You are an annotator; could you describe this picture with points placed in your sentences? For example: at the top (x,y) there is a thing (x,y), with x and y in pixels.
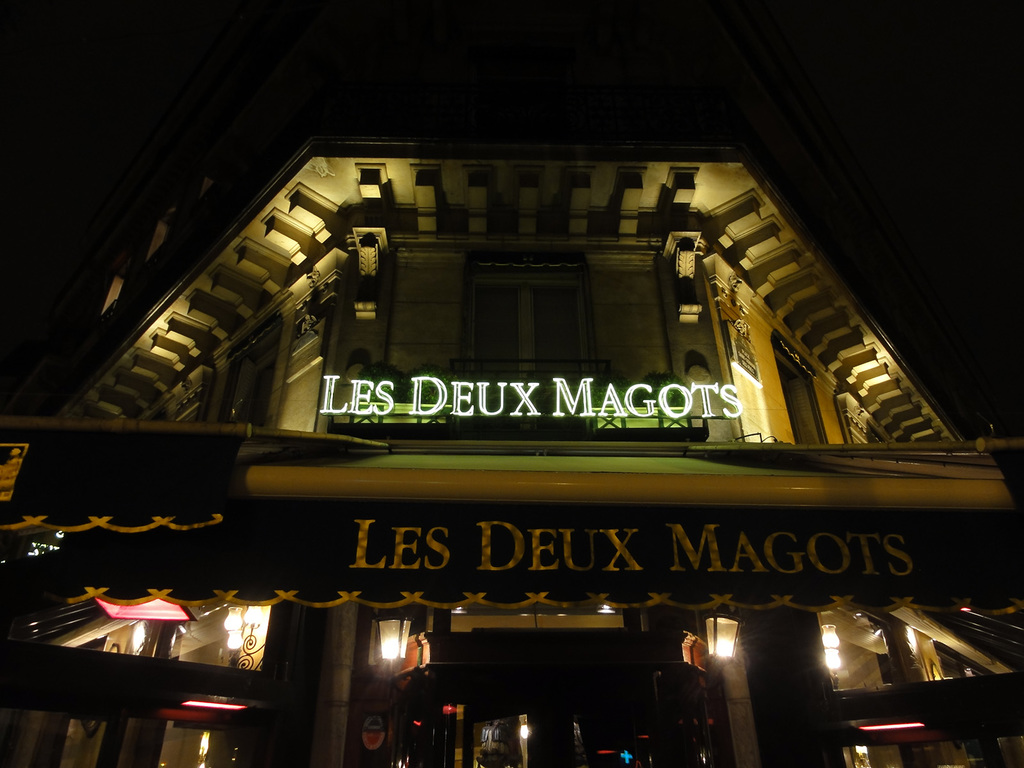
There is a building (506,646) which has a 3d name board (458,394). There are lamps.
